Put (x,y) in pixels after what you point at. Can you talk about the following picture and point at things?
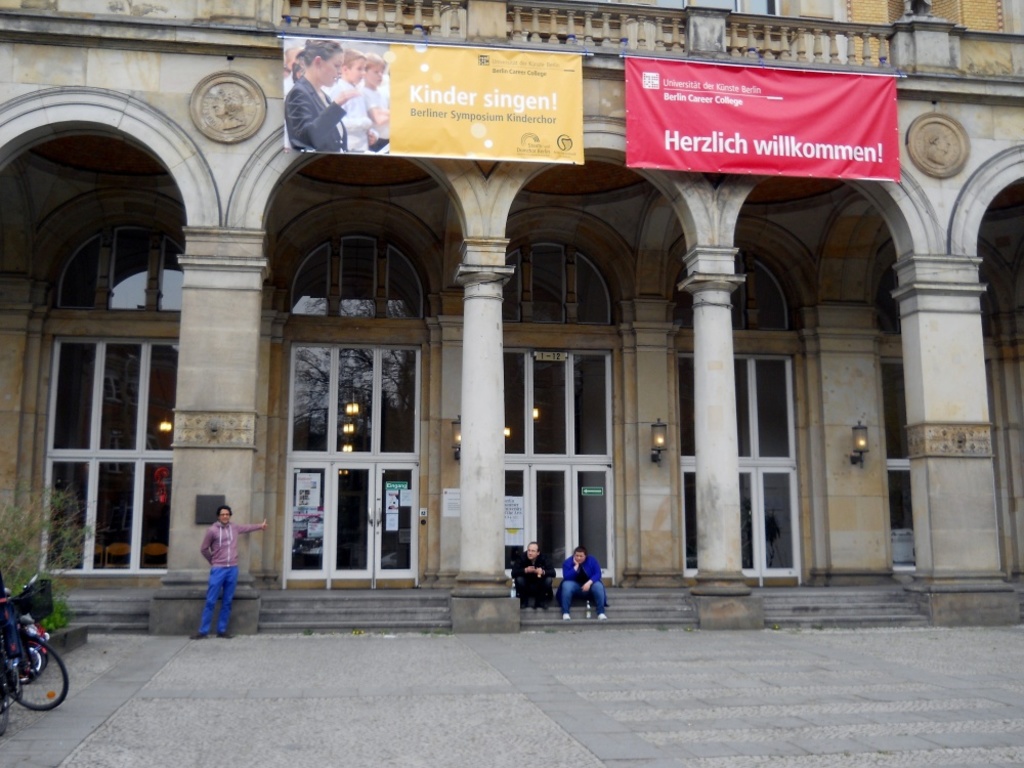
There are three persons (531,580). Here we can see a bicycle (25,612), plant (56,584), banners (722,157), lights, posters (313,483), doors (359,525), and pillars (1006,576). In the background (341,353) there is a building (680,53).
